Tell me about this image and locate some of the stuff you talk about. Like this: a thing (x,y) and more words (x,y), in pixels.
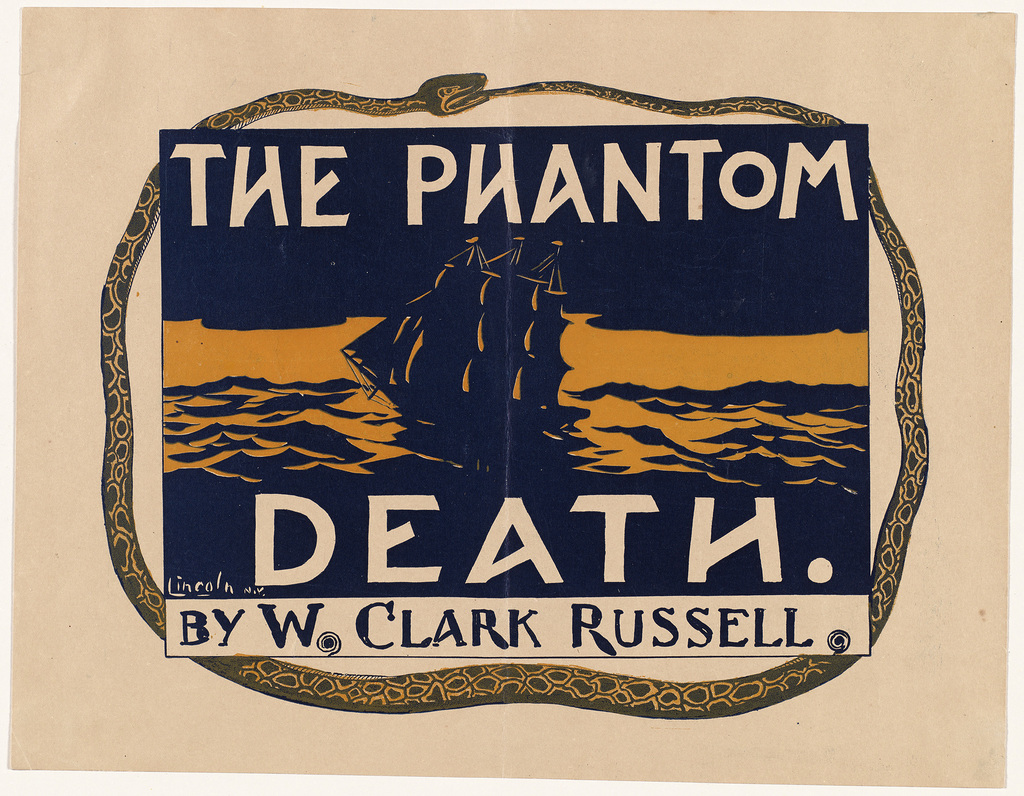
In this image we can see a paper (579,602) with picture (514,321) and text (416,578) on its top and bottom.
